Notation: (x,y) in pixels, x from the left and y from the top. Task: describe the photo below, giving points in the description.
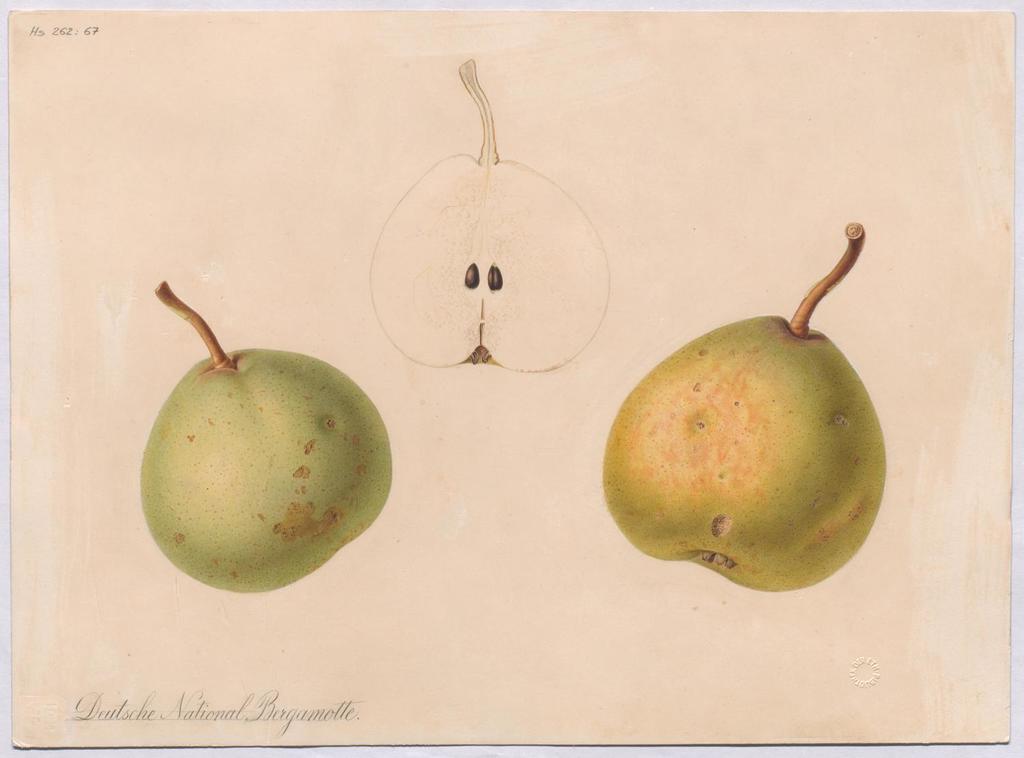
In this image there are paintings (735,425) of fruits (248,412).
